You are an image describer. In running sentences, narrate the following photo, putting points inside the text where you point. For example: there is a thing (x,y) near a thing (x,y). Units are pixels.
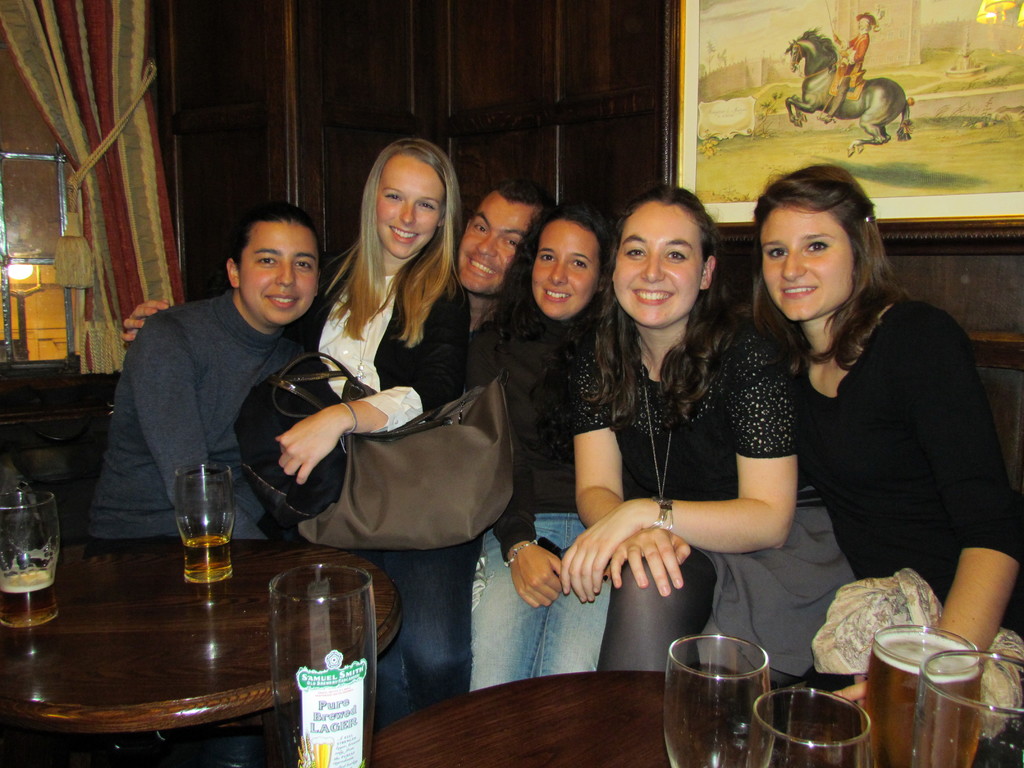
On the background (958,105) we can see a photo frame (787,91), curtain (156,115) and a light (30,267). In Front of the picture we can see a few persons (308,358) giving a nice pose to the camera and they all hold a beautiful smile on their faces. Here we can see a table (207,671) and on the table (160,554) we can see drinking glasses (206,554).
